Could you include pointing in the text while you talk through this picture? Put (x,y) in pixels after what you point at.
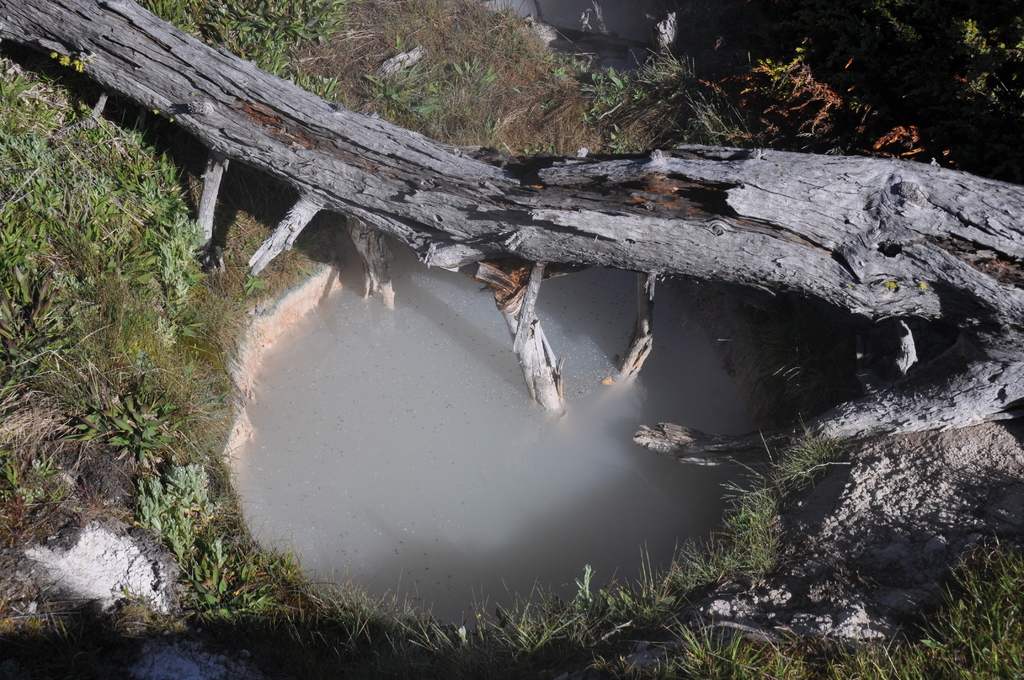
In this picture we can see dry tree trunk (397,169) on the ground (272,219). Behind we can see a small water pond (492,435) and grass (102,160) on the ground (164,220).
